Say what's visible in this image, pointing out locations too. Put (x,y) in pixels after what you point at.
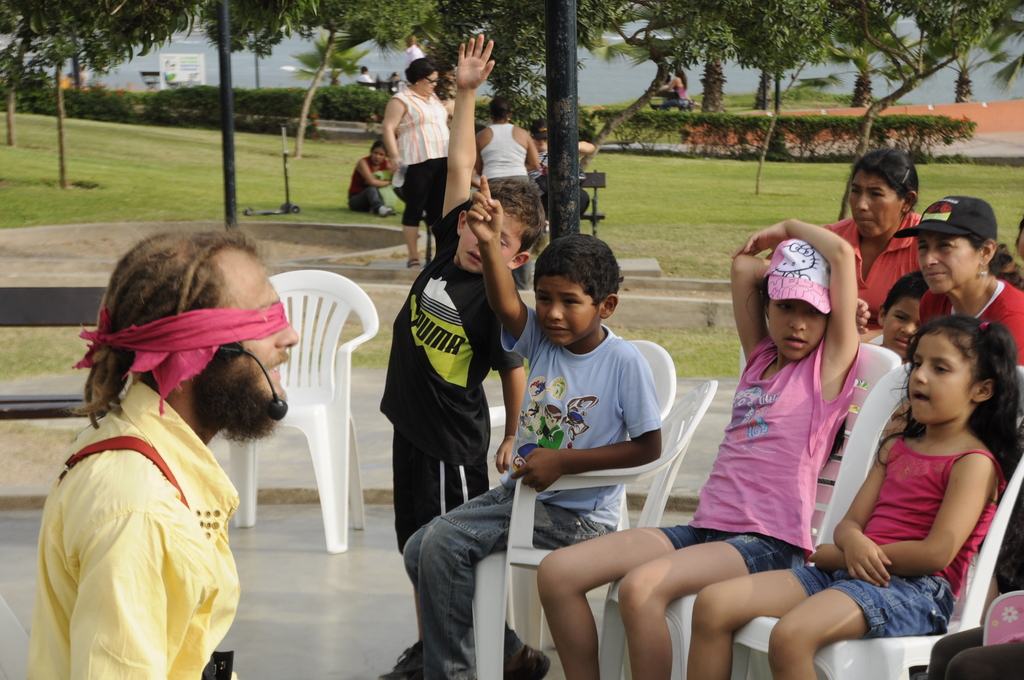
Bottom right side of the image (699,667) few people (699,667) are sitting on chairs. Bottom left side of the image (210,479) a man (237,286) is sitting and he wear a cloth (162,361). Behind him there is a chair (339,295). In the middle of the image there is a pole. Behind the pole (574,203) few people (538,149) are standing and sitting. Behind them there is grass (784,166) and trees (46,34) and water (940,87).
